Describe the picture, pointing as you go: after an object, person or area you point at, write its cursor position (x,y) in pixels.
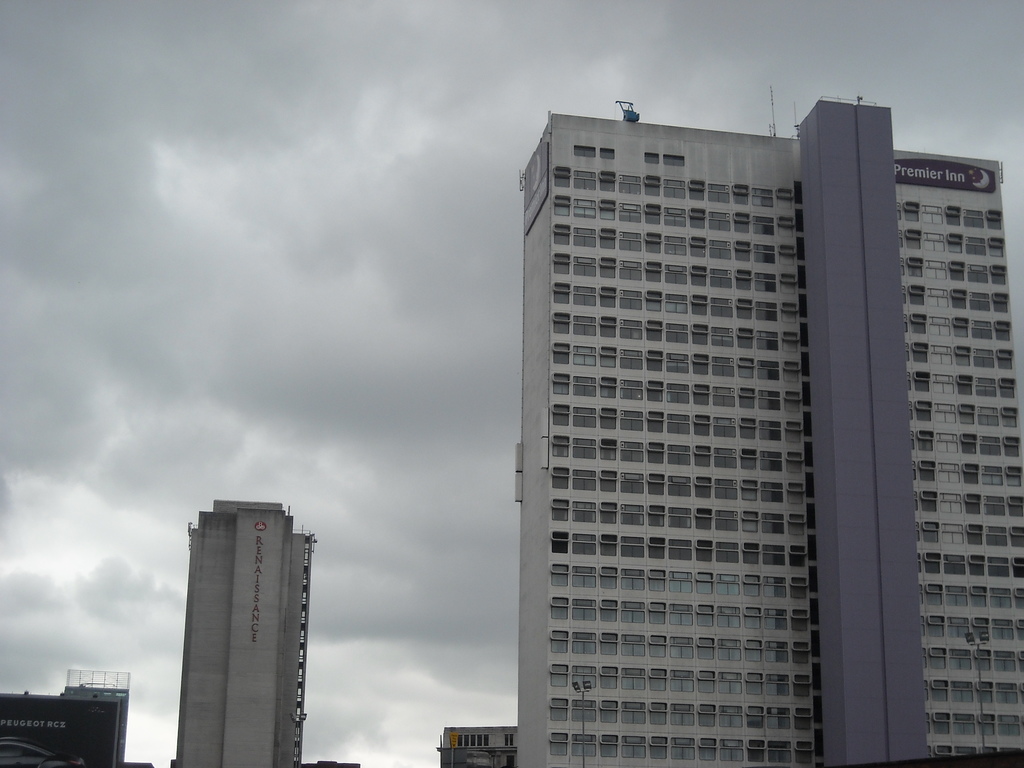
In this picture I can see buildings (267,622). I can also see some names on the building (781,163). In the background (263,338) I can see the sky (136,563).
